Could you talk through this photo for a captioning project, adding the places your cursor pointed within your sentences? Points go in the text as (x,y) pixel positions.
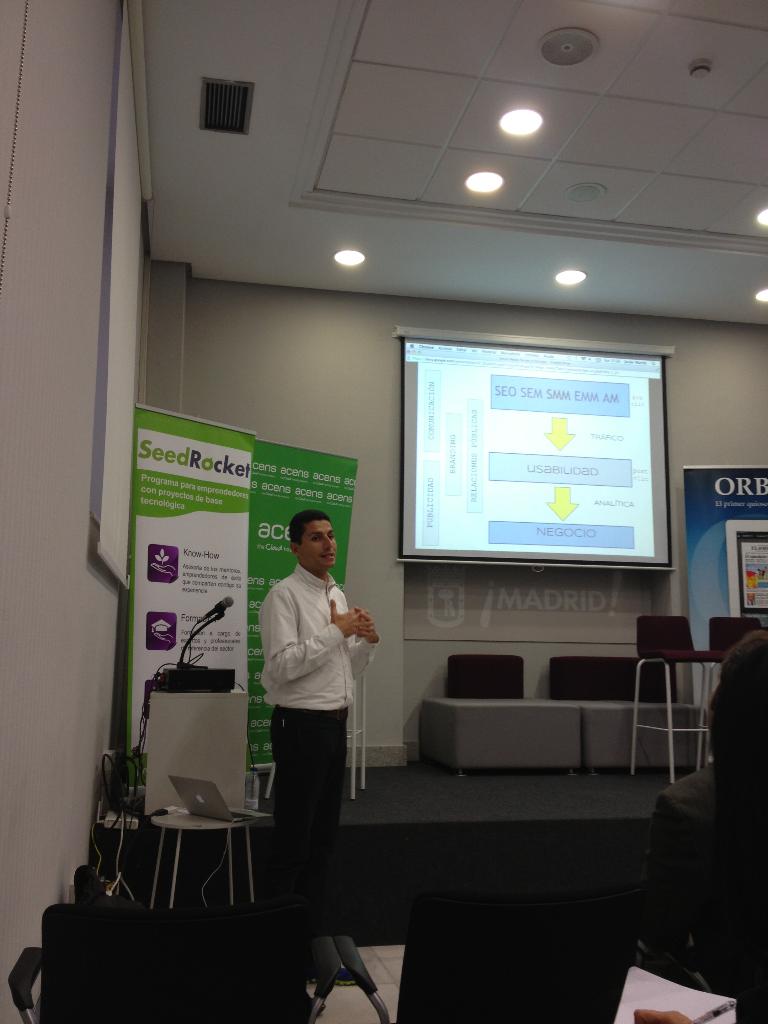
As we can see in the image there is a white color wall (67,426), banner (138,468), screen (498,490), sofa (442,725) and a man (287,808) standing over here.
